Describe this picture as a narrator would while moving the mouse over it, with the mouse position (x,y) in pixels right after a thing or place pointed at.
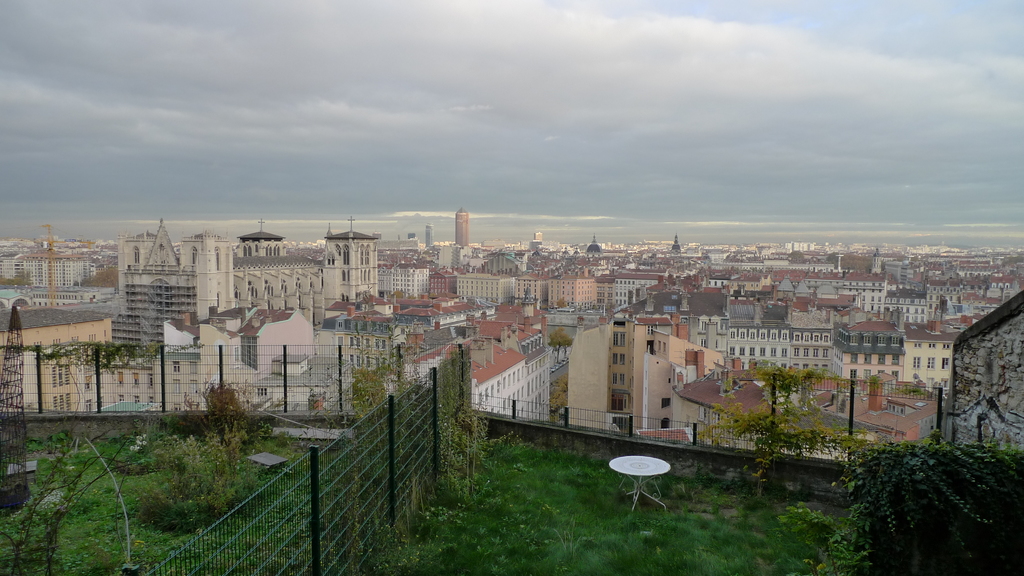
There are few plants (456,460) and there is a fence (334,479) beside it and the ground (537,525) is greenery (550,521) and there are buildings (441,273) in the background (377,279).
